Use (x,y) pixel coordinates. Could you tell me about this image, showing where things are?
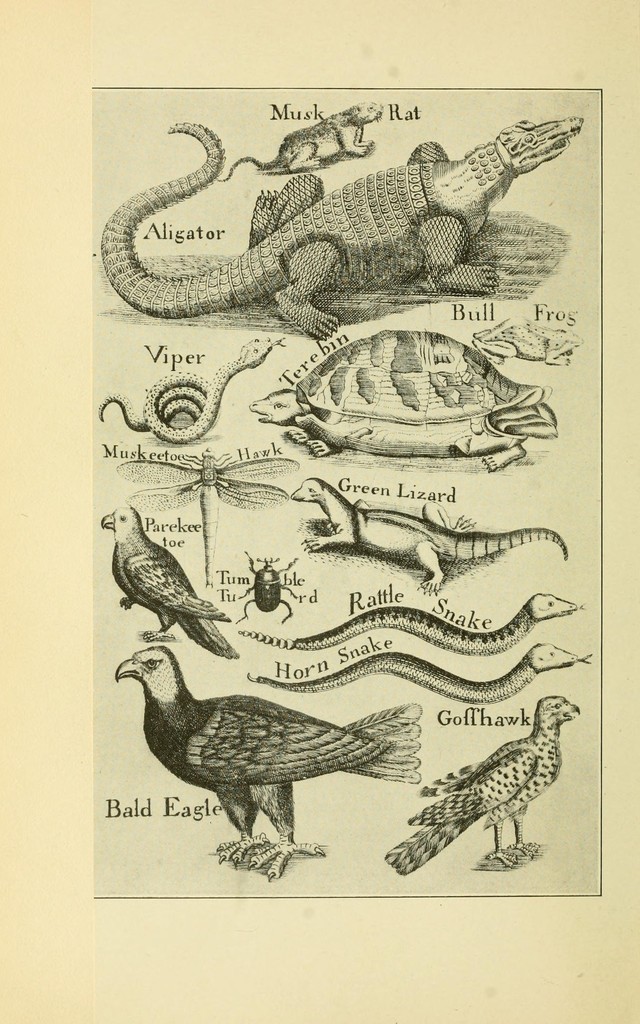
In this image I can see depiction picture of animals (230,268). I can also see name (192,233) of these animals (357,204) are written next to their pictures (149,586).
